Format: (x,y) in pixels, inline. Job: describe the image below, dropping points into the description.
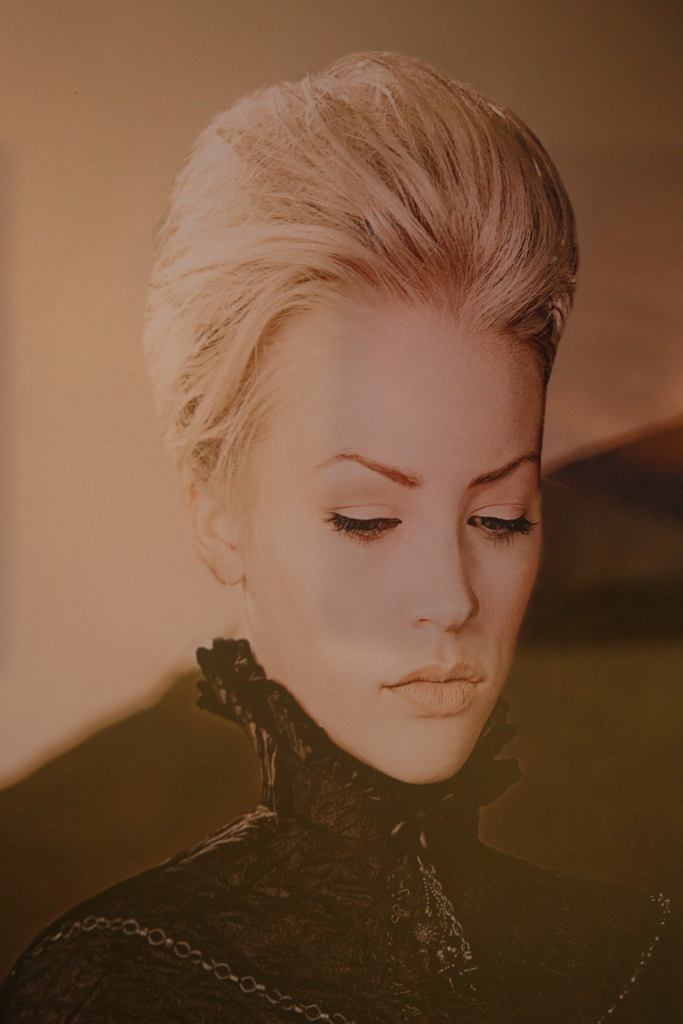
This is an edited image. There is a person (378,719) in the middle (350,566). She is a woman (281,784). She is wearing black dress (263,968).
